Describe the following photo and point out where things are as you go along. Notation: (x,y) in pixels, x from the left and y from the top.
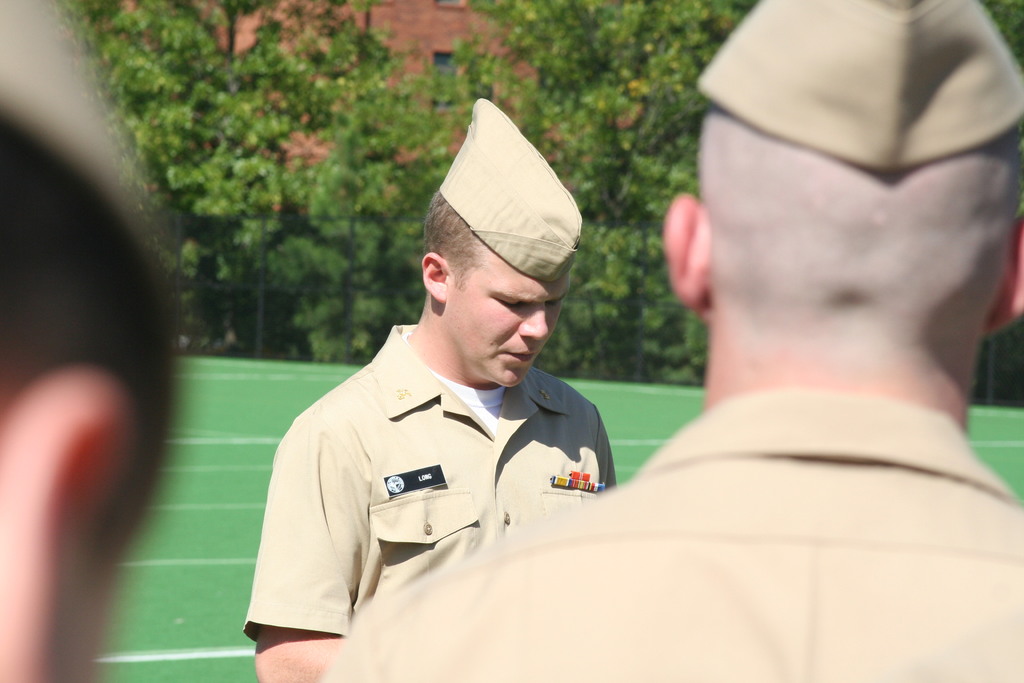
In this picture we can see three people (60,617) on the ground (314,371), fence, trees (670,103) and in the background (386,42) we can see a building (381,24) with a window (439,58).
